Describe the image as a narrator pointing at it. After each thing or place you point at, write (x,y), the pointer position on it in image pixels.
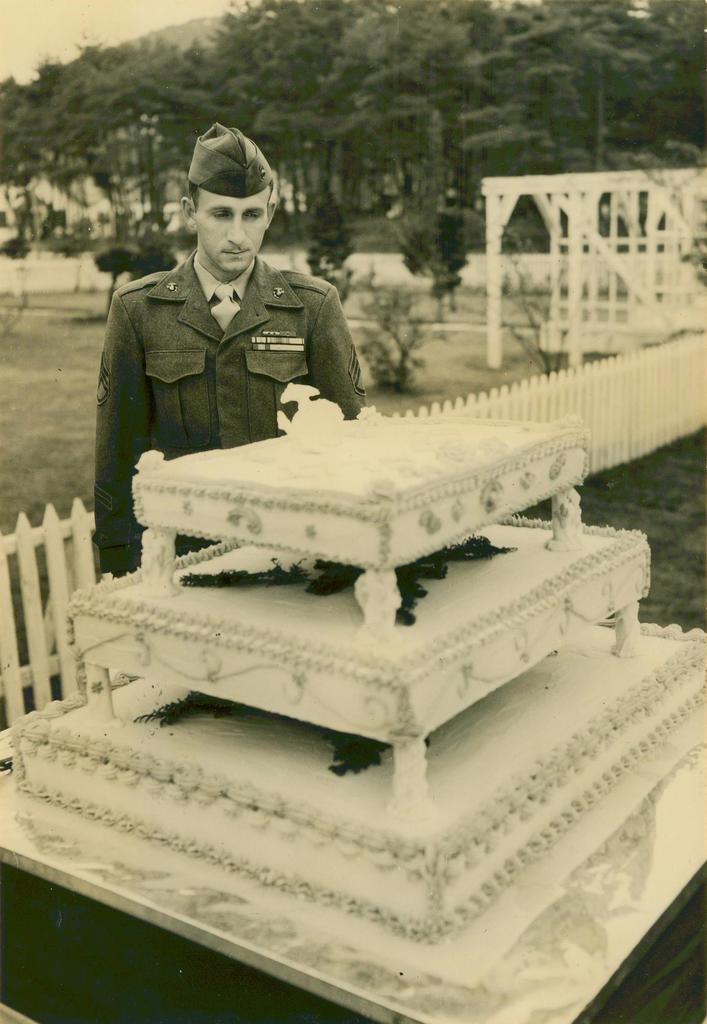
In this image in front (54,766) there is a cake (450,799) placed on the table (567,849). Behind the cake (193,502) there is a person (221,320). Behind him there is a wooden fence (635,400). There are plants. On the right side of the image (587,251) there is a wooden structure (581,266). In the background of the image (486,136) there are trees (254,115), mountains (206,35) and sky (68,21).
